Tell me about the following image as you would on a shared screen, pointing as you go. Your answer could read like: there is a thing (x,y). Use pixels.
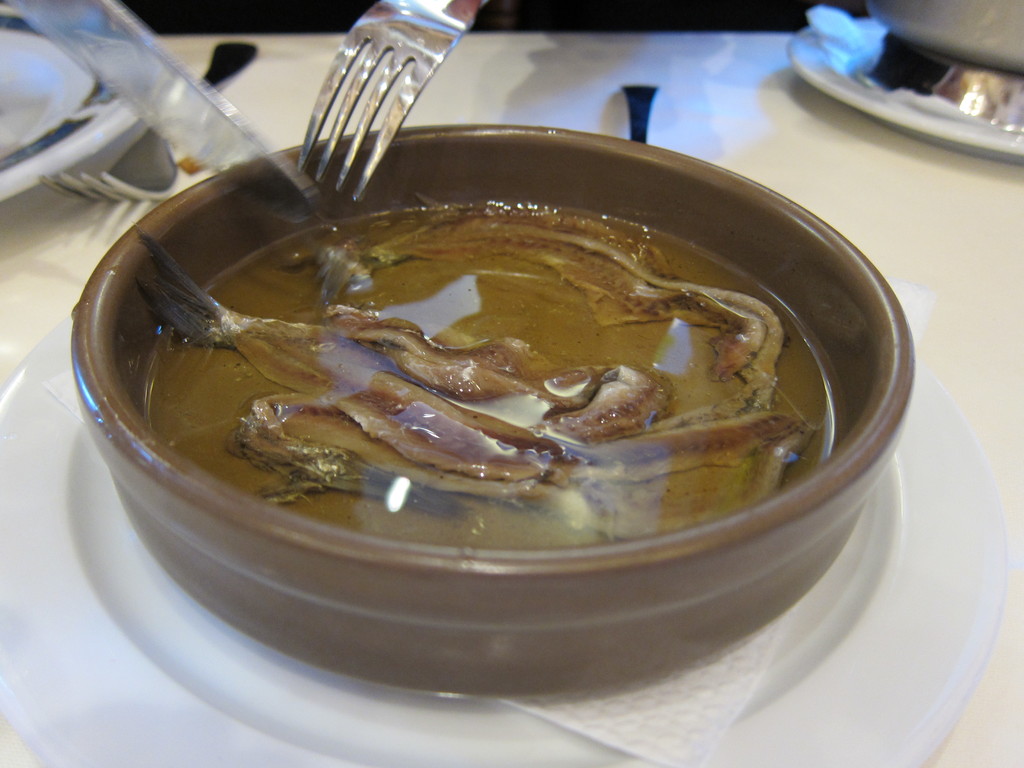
In this image I can see the bowl (378,575) with fish (435,419). The bowl (281,566) is on the white color plate (189,614). To the side I can see few more plates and forks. These are on the white color surface (901,199).
